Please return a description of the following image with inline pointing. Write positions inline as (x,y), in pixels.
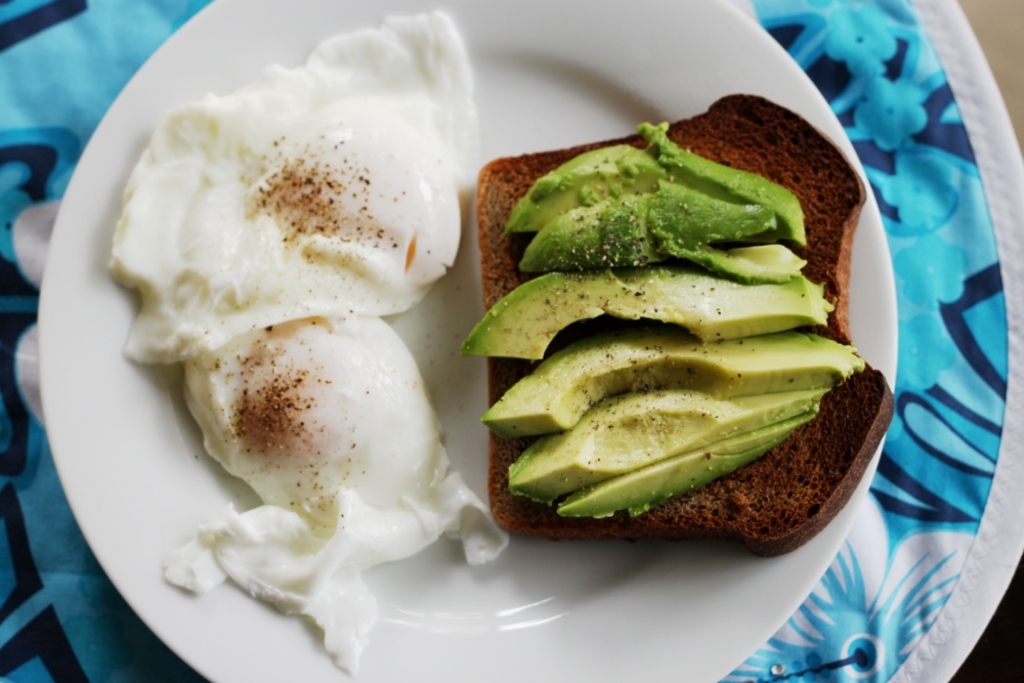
In this image there is food (397,292) on the plate (449,316) which is on the blue colour cloth (911,337).
